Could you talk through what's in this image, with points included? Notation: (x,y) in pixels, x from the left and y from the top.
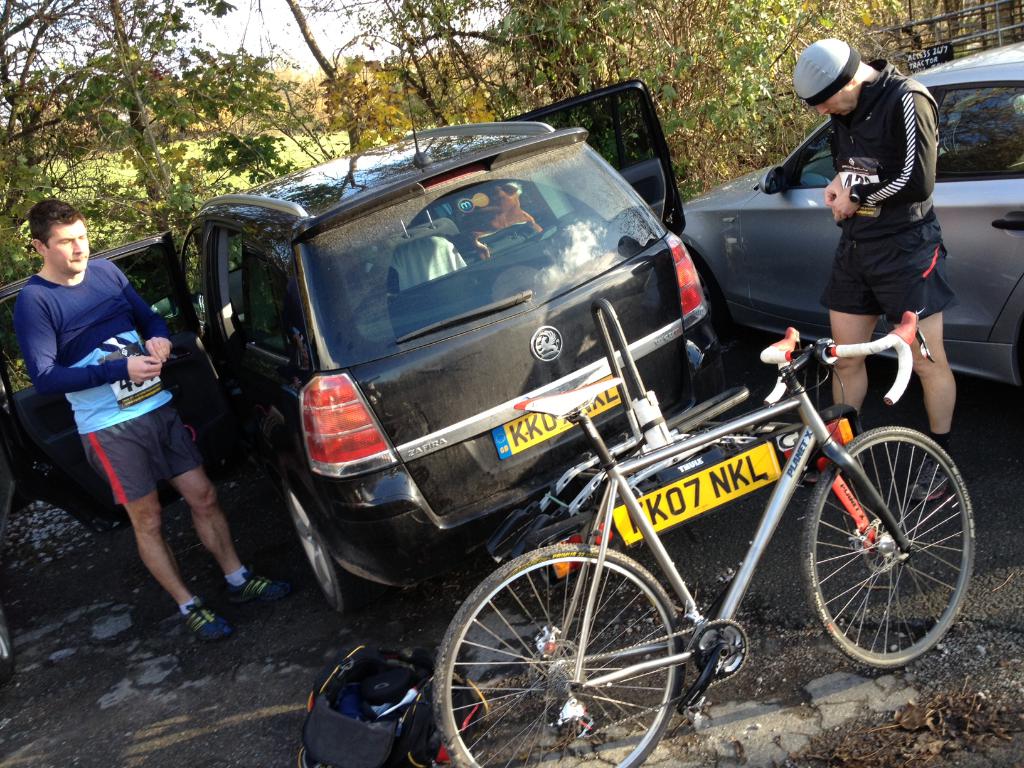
In this image, we can see two people (863,203) and one of them is wearing a cap (820,88) and there are cars (552,219) and there is a bicycle (616,569) and a bag (328,721) on the road (825,711). In the background (693,3), there are trees (479,43).
